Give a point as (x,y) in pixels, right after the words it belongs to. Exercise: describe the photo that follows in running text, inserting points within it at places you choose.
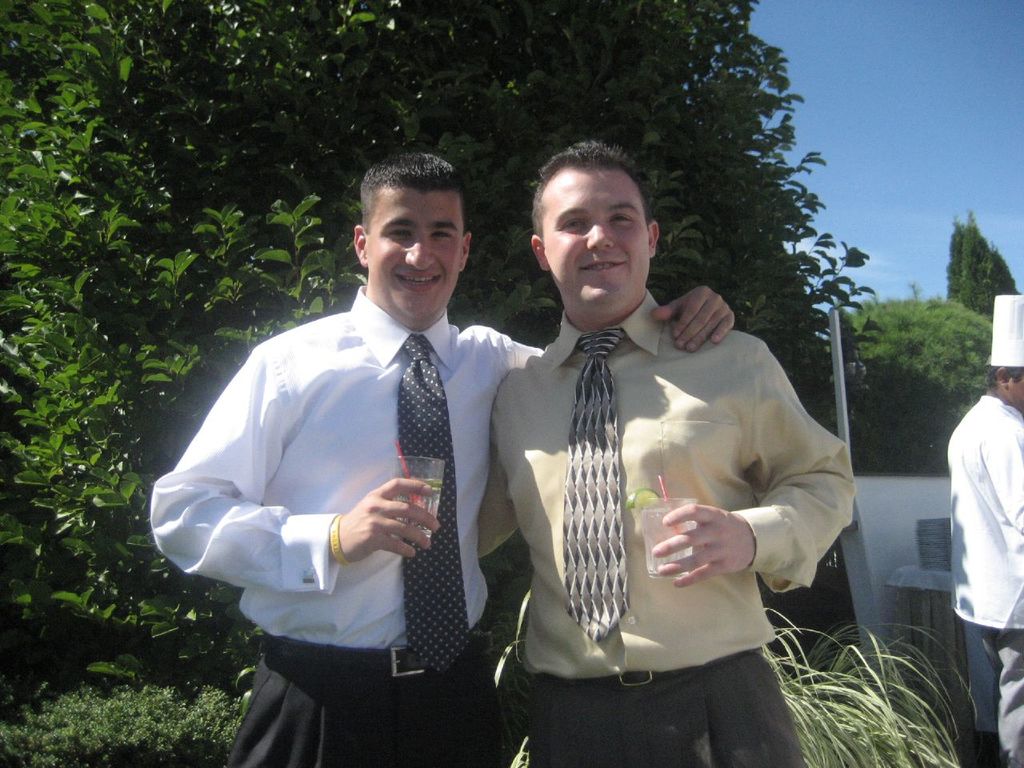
In the image there are two people (195,482) standing and posing for the photo. On the right side (971,507) there is a chef (1007,683) and in the background (99,243) there are many trees (191,336).
